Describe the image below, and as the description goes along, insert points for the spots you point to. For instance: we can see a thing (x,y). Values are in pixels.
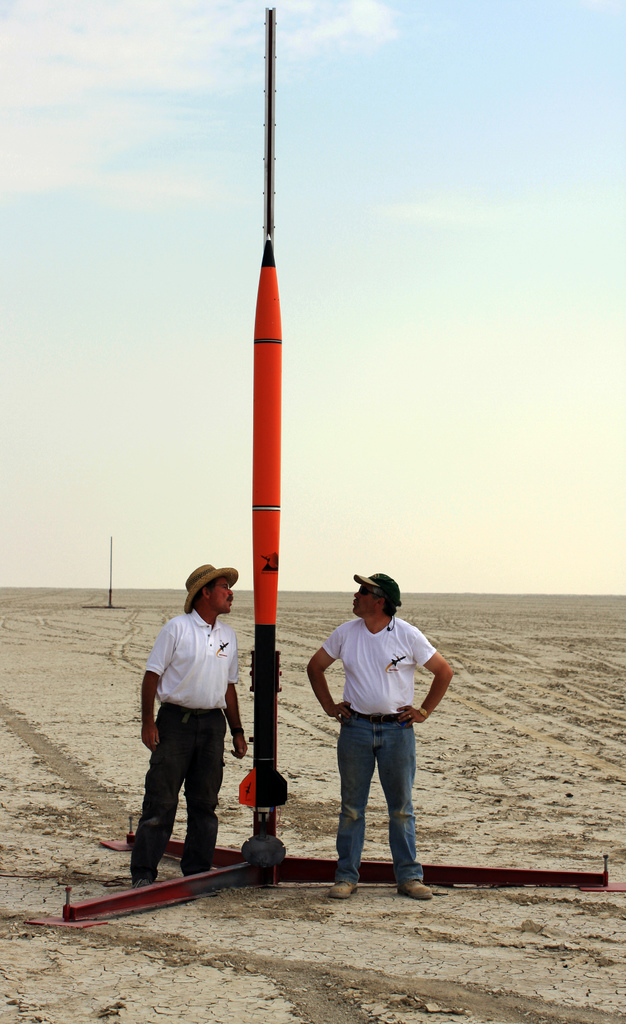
In this image we can see there are two persons (219,726) standing on the surface (216,909), in the middle of them there is a rocket (278,488). In the background (382,291) there is a sky (425,473).
